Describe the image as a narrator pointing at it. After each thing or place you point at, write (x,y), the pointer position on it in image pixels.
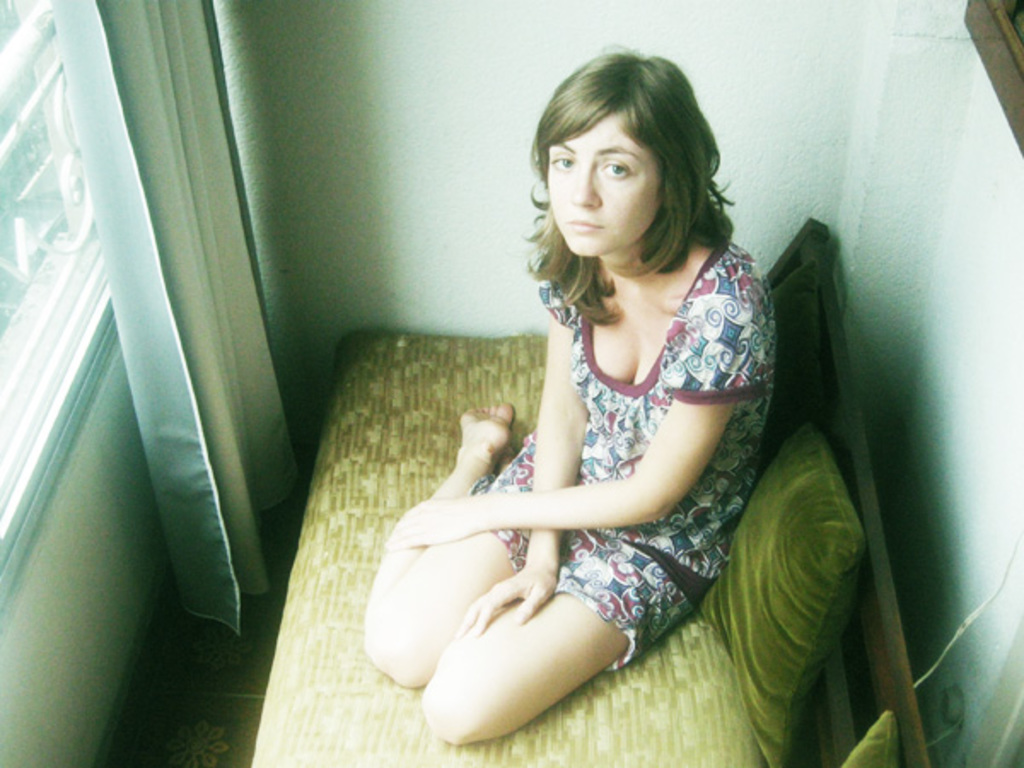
In this image we can see a lady (580,553) sitting on the sofa (326,610). There are cushions (766,498) placed on the sofa (715,677). On the left (23,175) there is a window (43,361) and we can see a curtain (188,231). In the background (479,60) there is a wall (899,228).
